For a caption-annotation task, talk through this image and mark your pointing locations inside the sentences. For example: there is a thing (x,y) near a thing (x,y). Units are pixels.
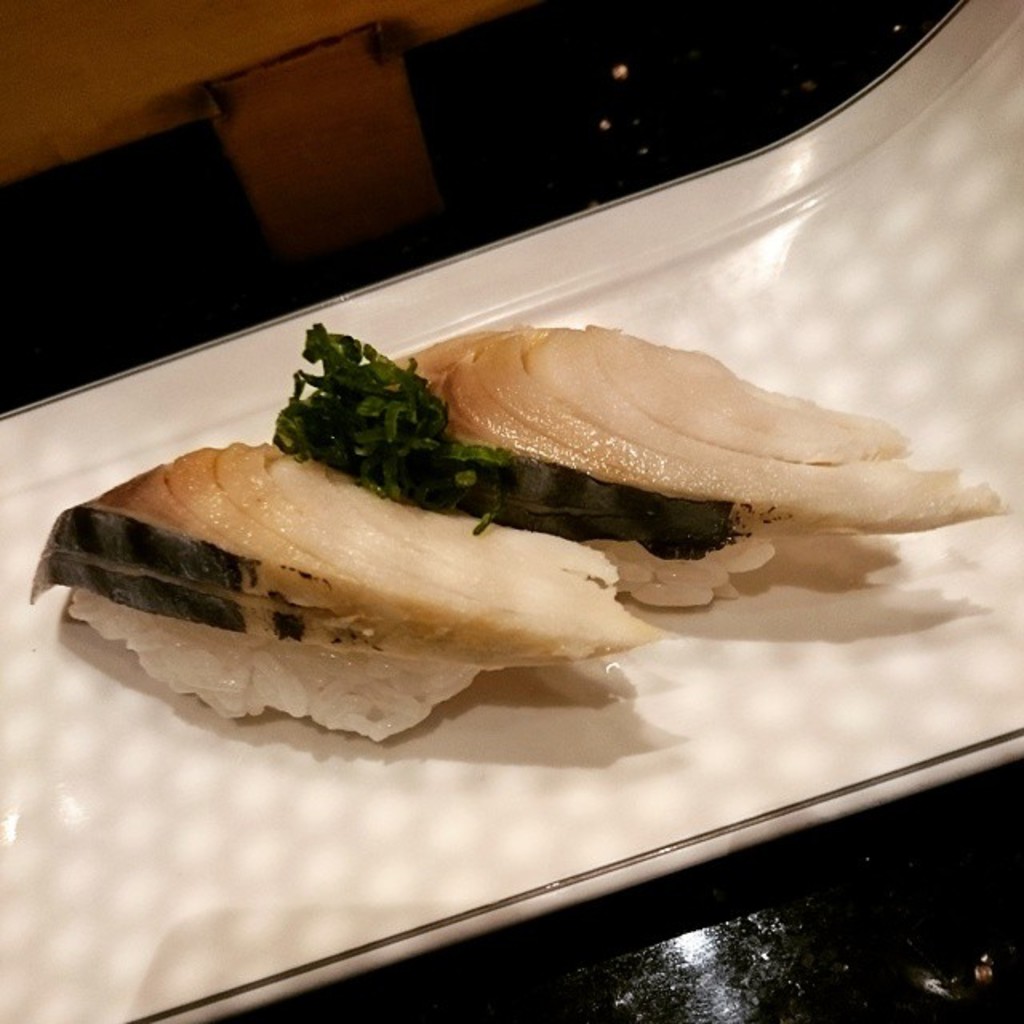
In this image we can see some food item (454,563) which is in the color of white, brown and there are some green color leaves (339,396) on the white color surface (615,659).
